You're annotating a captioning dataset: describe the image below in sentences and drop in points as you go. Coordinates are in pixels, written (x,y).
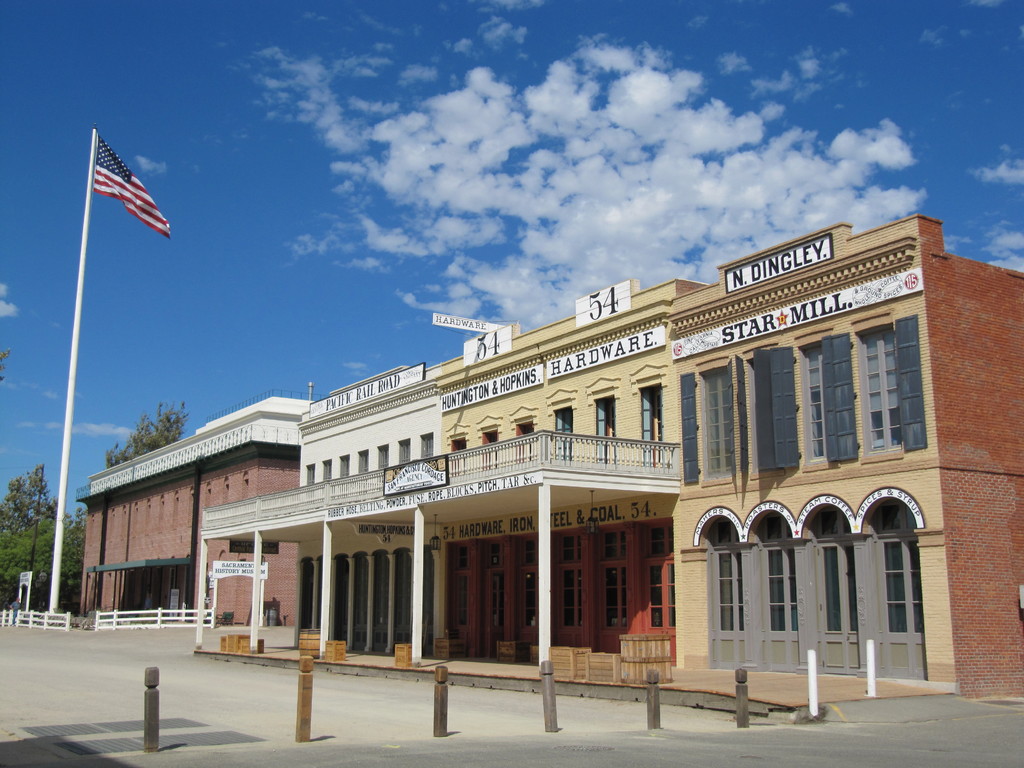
In this image I can see the buildings (218,518) and on the left side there is the American flag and there are some trees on the left side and I can see the sky (453,223) in the background (377,239).
